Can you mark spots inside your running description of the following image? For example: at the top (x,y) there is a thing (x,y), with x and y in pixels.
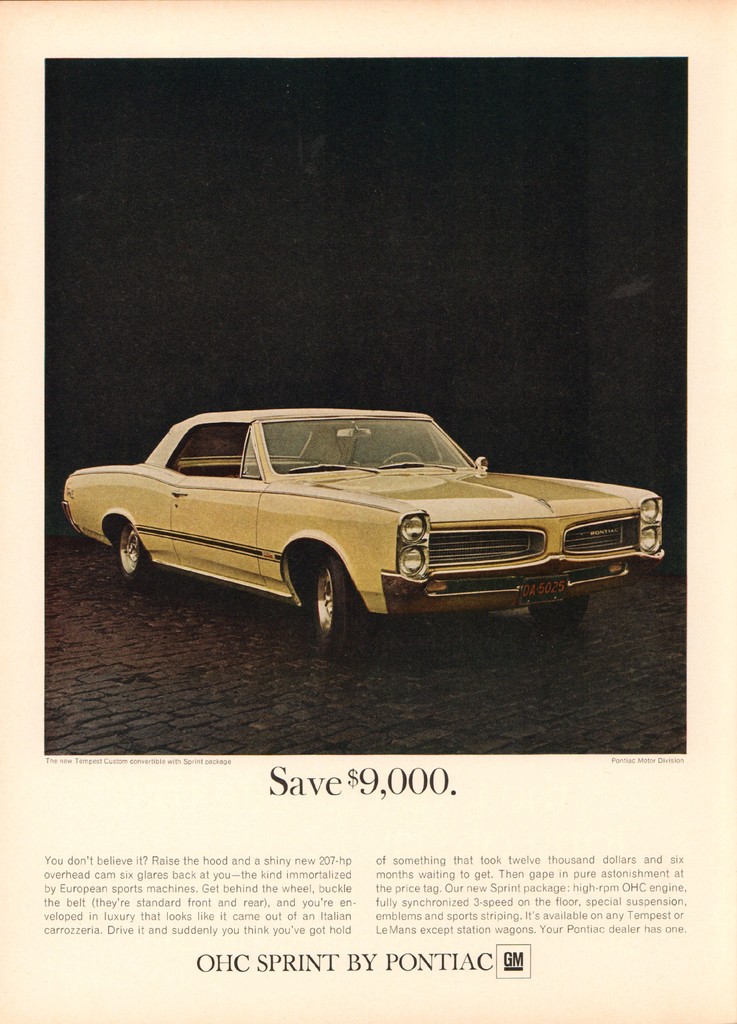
This is a page (111,957) of a book. In this image we can see a vehicle (371,567) and text (446,875).
